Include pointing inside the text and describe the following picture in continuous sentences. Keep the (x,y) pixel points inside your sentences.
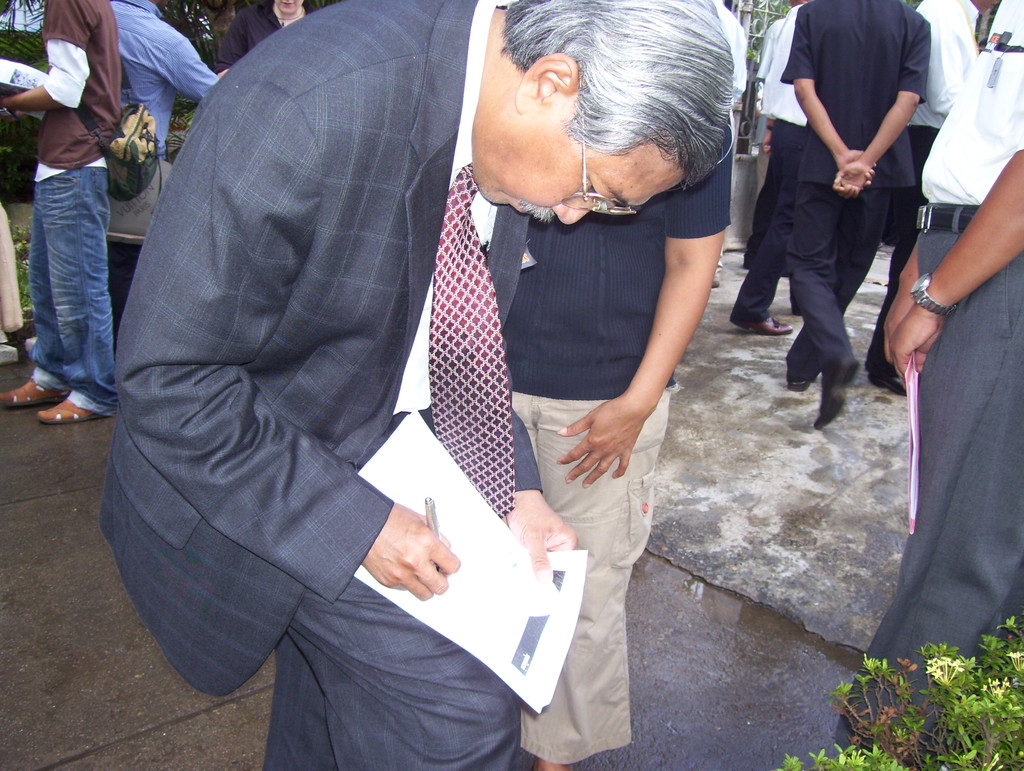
This picture shows a man (321,315) standing and writing on the paper (422,498) with the help of a pen (440,542) and we see another man (947,344) standing on the side. He is holding papers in his hand (909,356) and we see few people (854,231) walking and few people (135,8) standing and we see a man (83,311) standing and he wore a bag (136,120) and holding a book (7,65) in his hand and we see trees (208,5).
